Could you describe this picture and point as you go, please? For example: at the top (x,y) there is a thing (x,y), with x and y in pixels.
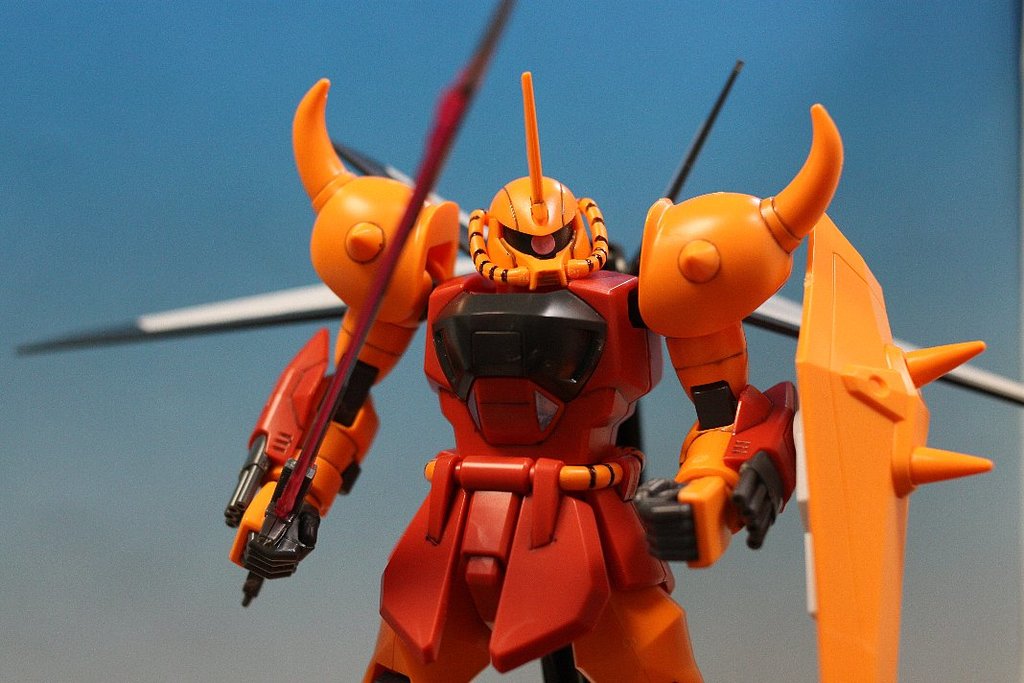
Here we can see a toy robot (661,289). Background (28,93) it is in blue color.
